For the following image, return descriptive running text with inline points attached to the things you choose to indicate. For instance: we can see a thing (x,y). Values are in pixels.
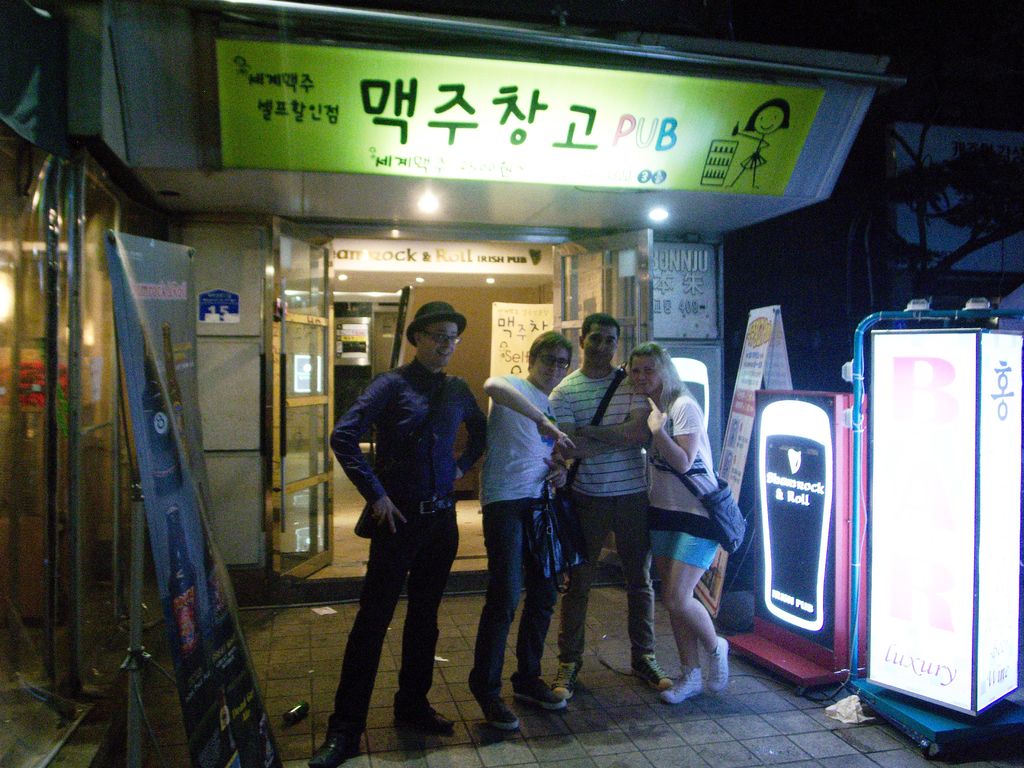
At the center of the picture (452,429) there are four people (542,419). On the right (743,405), there are banners (743,405) and boards (915,412). On the left (156,397) there is a banner (173,381). In the center of the picture (352,287) there is a building (523,197), to the building (357,238) there are banners (483,262), board (393,123) and door (573,285). On the left (90,427) there is a glass window (29,565).
